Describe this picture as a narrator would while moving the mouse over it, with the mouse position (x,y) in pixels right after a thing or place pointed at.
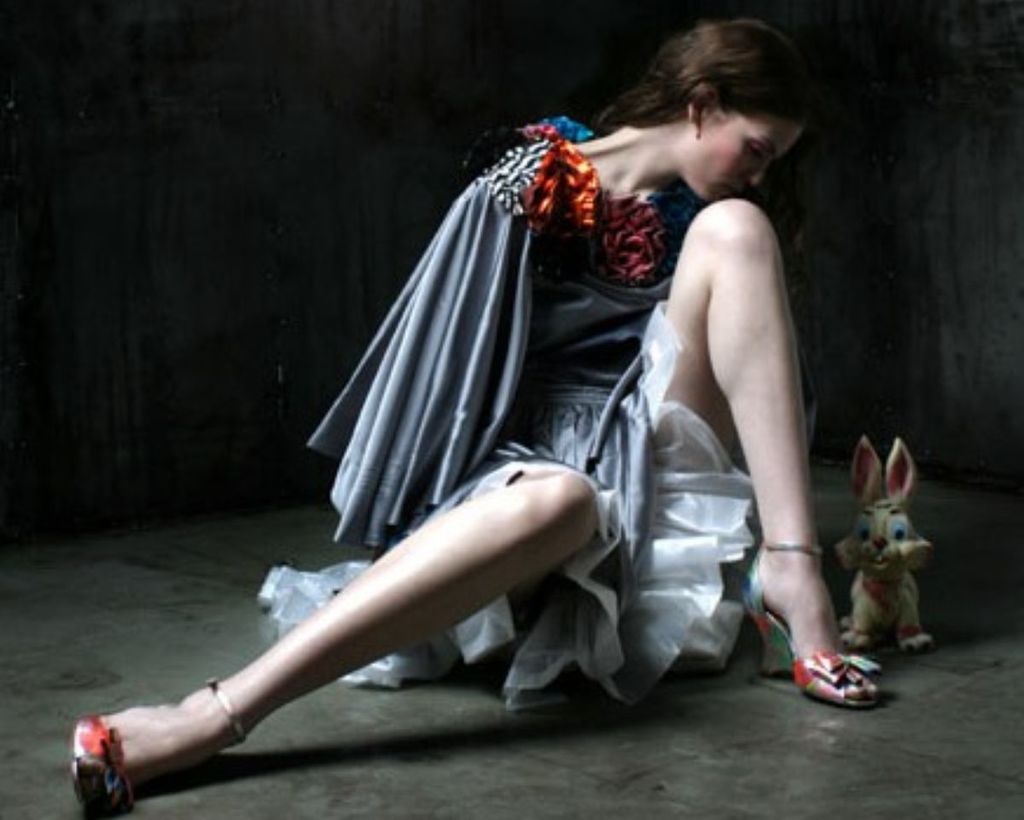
In the center of the image (479,392) we can see a lady (668,412) is sitting on the floor (571,719) and wearing costume (524,444), beside her we can see a toy (853,552). In the background (988,226) the image is dark. At the bottom of the image (491,729) we can see the floor (884,765).
